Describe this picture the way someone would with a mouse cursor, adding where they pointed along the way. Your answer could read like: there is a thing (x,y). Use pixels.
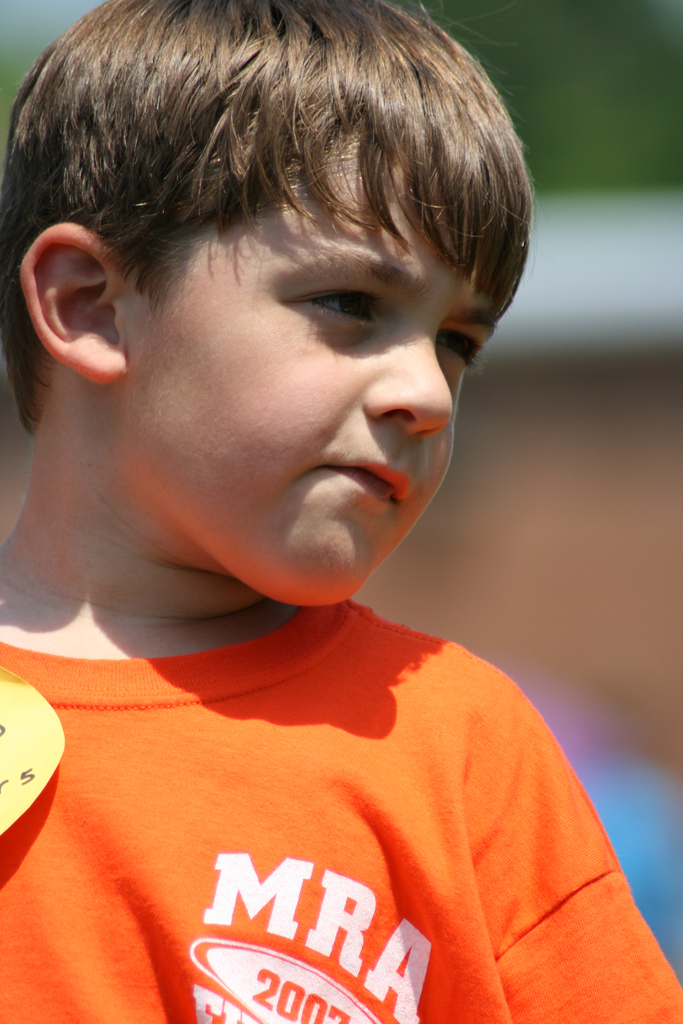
This image consists of a boy (288,729). He is wearing an orange shirt (322,902).
